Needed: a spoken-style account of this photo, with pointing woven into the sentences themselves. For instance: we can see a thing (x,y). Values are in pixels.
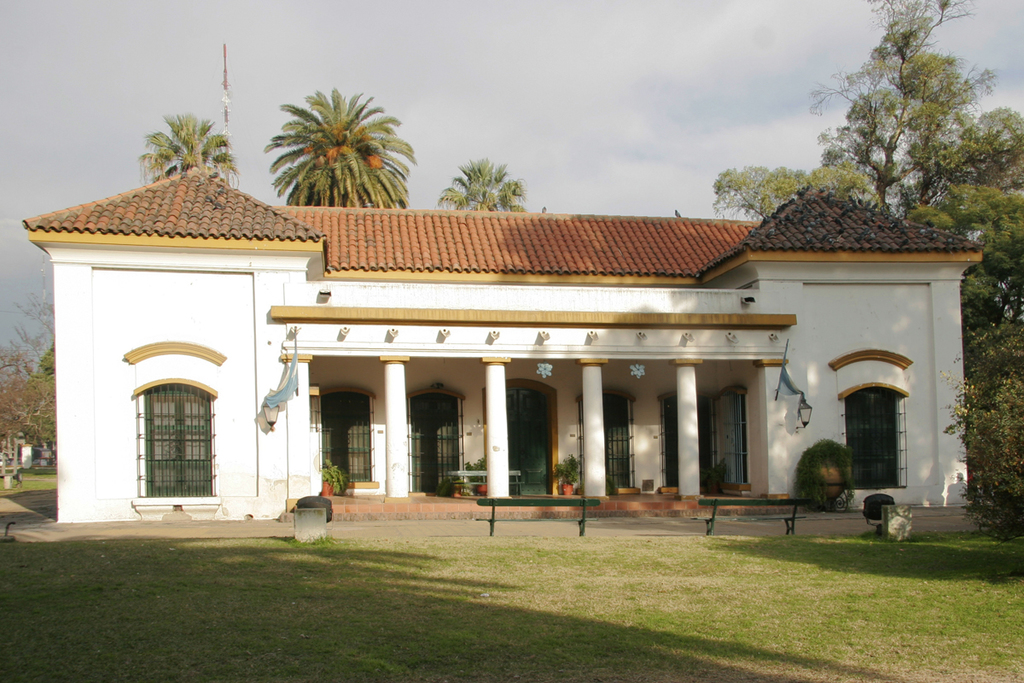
There are shadows (325,583) of trees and grass (492,562) on the ground (780,576). In the background (707,486), there is a building (358,281) which is having windows (882,417), doors (525,425) and roof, there are pot plants (722,475) on the floor (343,503) of the building (449,232), there are trees (27,410) and there are clouds (655,48) in the sky (658,94).
